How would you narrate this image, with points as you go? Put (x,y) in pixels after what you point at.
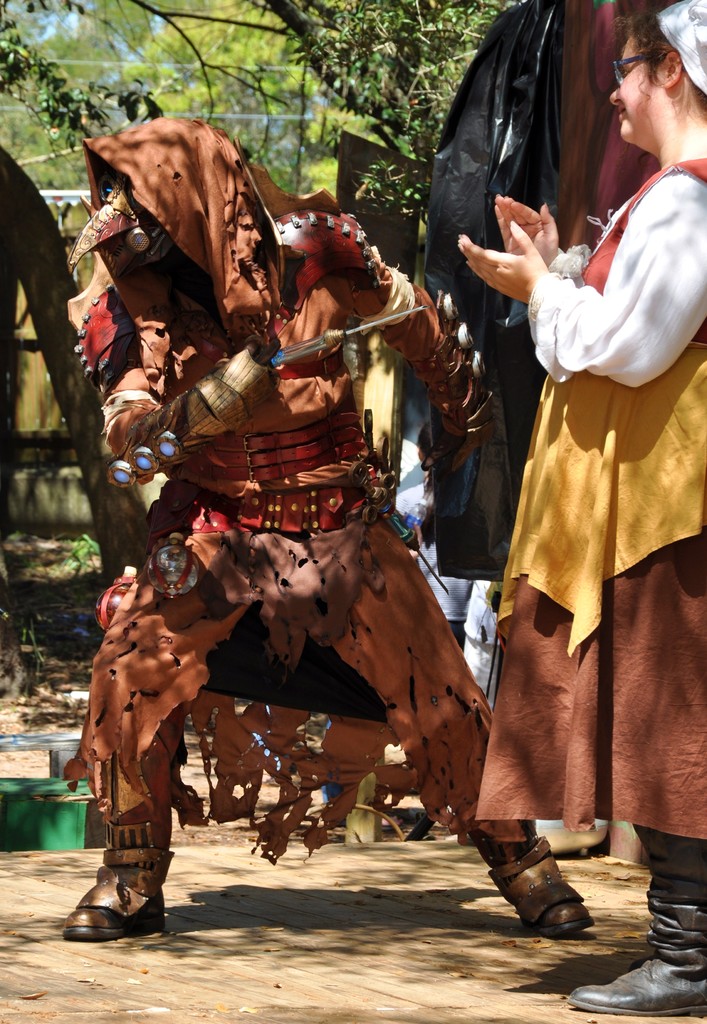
In the center of the image (405,347) there is a person (285,846) holding knife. To the right side of the image (518,230) there is a lady (705,600) clapping hands (523,204). In the background of the image (289,107) there are trees (157,11).
